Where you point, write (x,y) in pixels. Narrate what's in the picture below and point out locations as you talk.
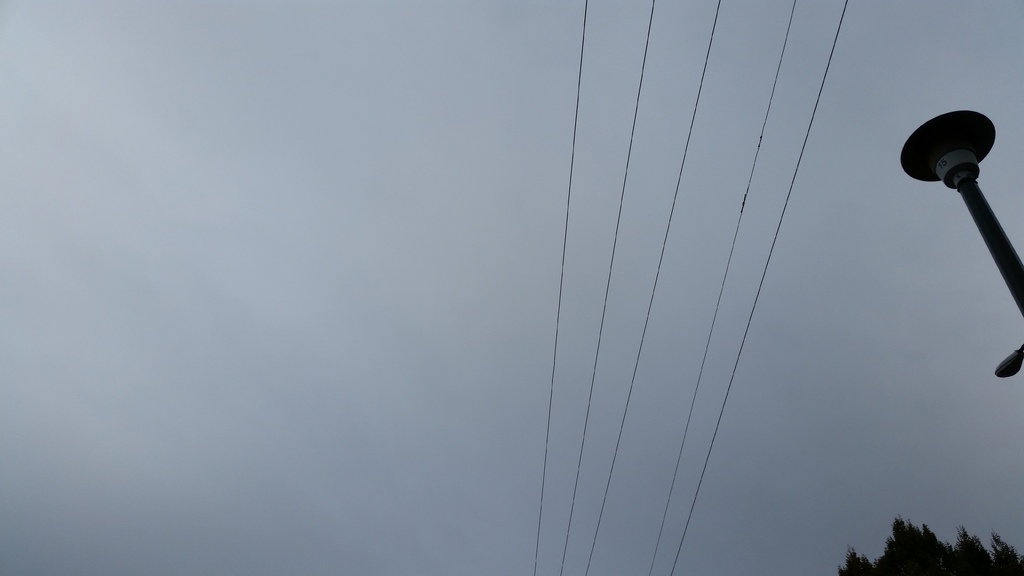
This picture is clicked outside. On the right (1011,548) we can see the cables (776,73) and a pole (992,227) and a tree (899,538). In the background (346,260) there is a sky (332,89).
